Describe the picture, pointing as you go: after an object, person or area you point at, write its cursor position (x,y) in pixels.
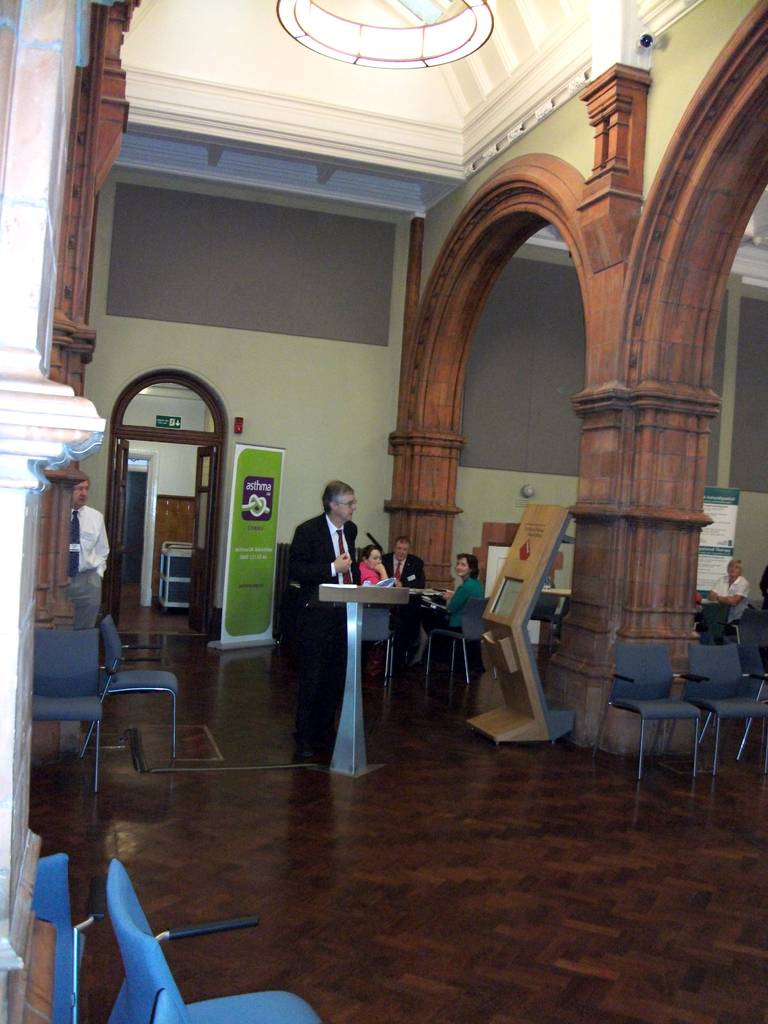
In the left middle (83,492), one person (74,494) is standing. In the middle (336,574) is standing in black color suit (313,720) in front of the standing table (352,626) and speaking. In the background (402,608) three persons (443,627) are sitting on the chair (469,618). The pillars (432,432) are brown in color. The walls (103,353) are white in color. On the right side (744,613), one woman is sitting on the chair (745,624). It looks as if the image is taken inside an auditorium hall (524,846).
